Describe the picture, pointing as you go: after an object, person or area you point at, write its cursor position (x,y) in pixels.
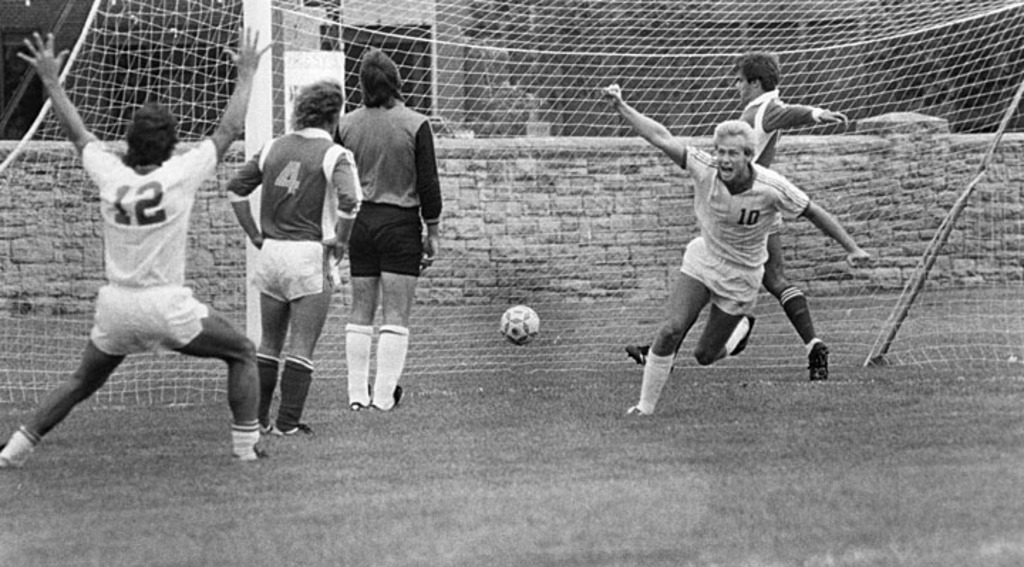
In this picture I can see few persons (699,198) are playing the football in the middle (386,268), there is the net (976,15). In the background (601,256) there is the wall (24,231), this image is in black and white color.
